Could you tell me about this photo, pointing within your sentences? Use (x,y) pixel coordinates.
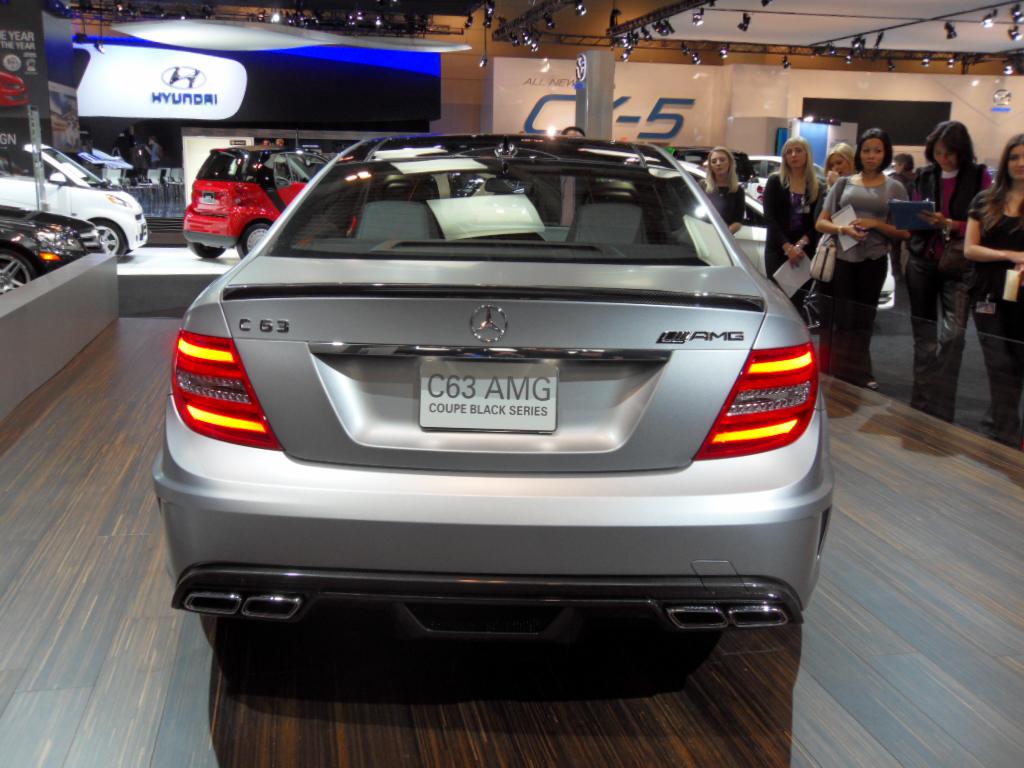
In this image, It looks like a car show with the cars (254,195). On the right side of the image (733,208), there are group of people (729,194) standing. At the top of the image (869,57), I can see the lights (994,12) attached to the lighting trusses (406,14). In the background (131,103), I can see the hoardings (434,94).
